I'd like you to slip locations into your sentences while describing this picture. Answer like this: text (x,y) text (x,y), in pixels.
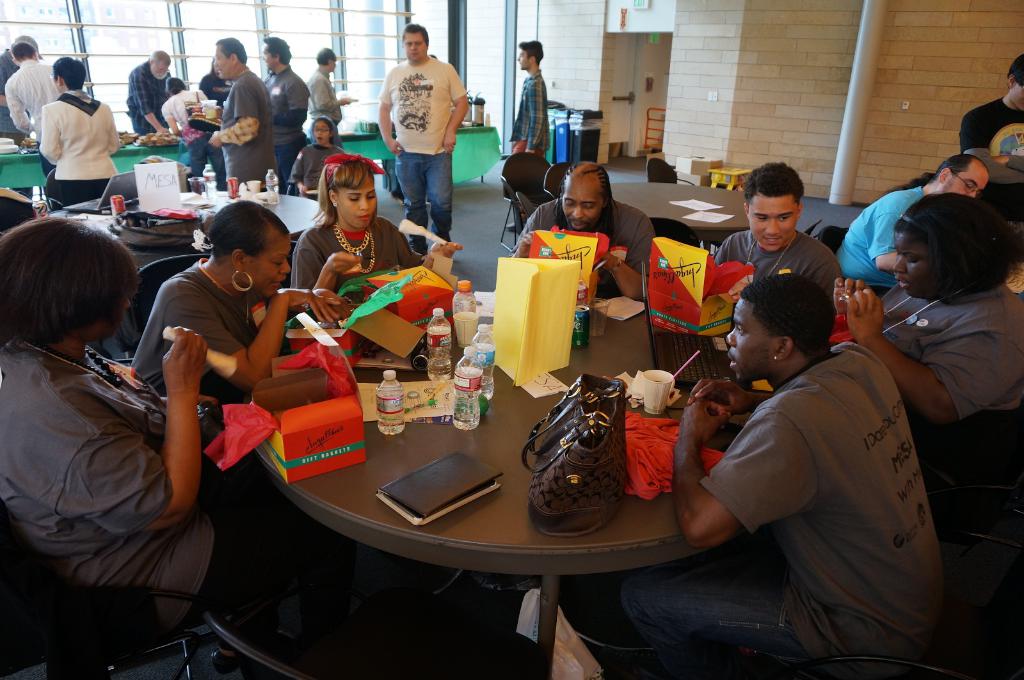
In the picture we can see the set of people (763,243) sitting in the chairs (13,659) near the table (499,403) and some are standing at the back of them. In the background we can see a wall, pole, door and glass window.
